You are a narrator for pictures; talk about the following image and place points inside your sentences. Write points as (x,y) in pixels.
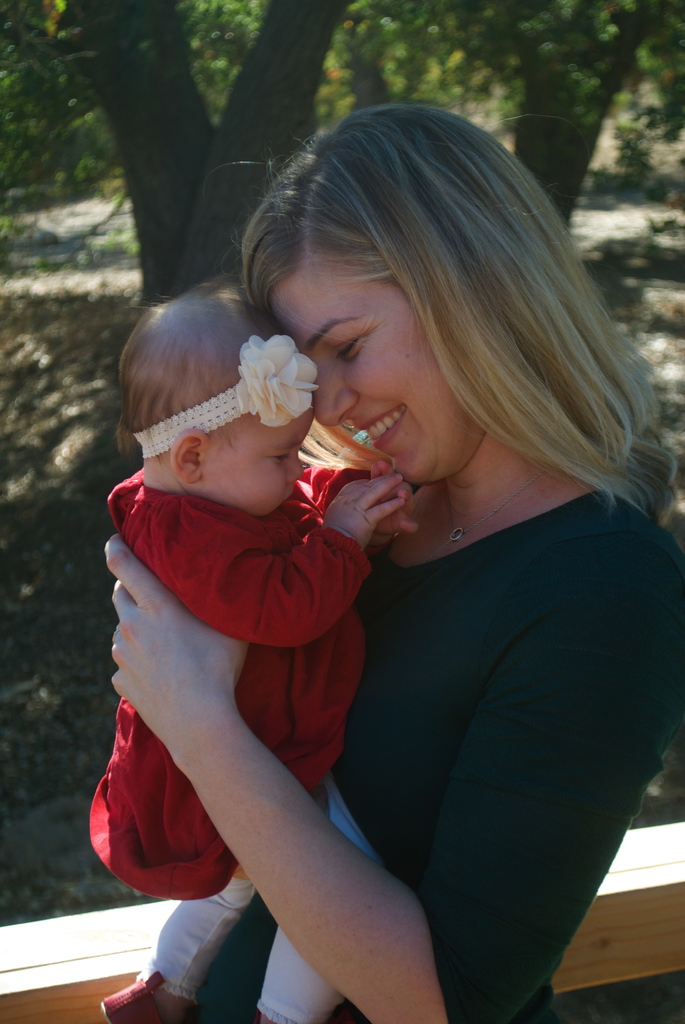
In this image I can see a woman (369,685) wearing black color dress (469,659) is smiling and holding a baby (239,600) who is wearing red and white colored dress (250,664). In the background (671,858) I can see the wooden pole (126,926) which is cream in color and a few trees (229,66) which are green and brown in color.
